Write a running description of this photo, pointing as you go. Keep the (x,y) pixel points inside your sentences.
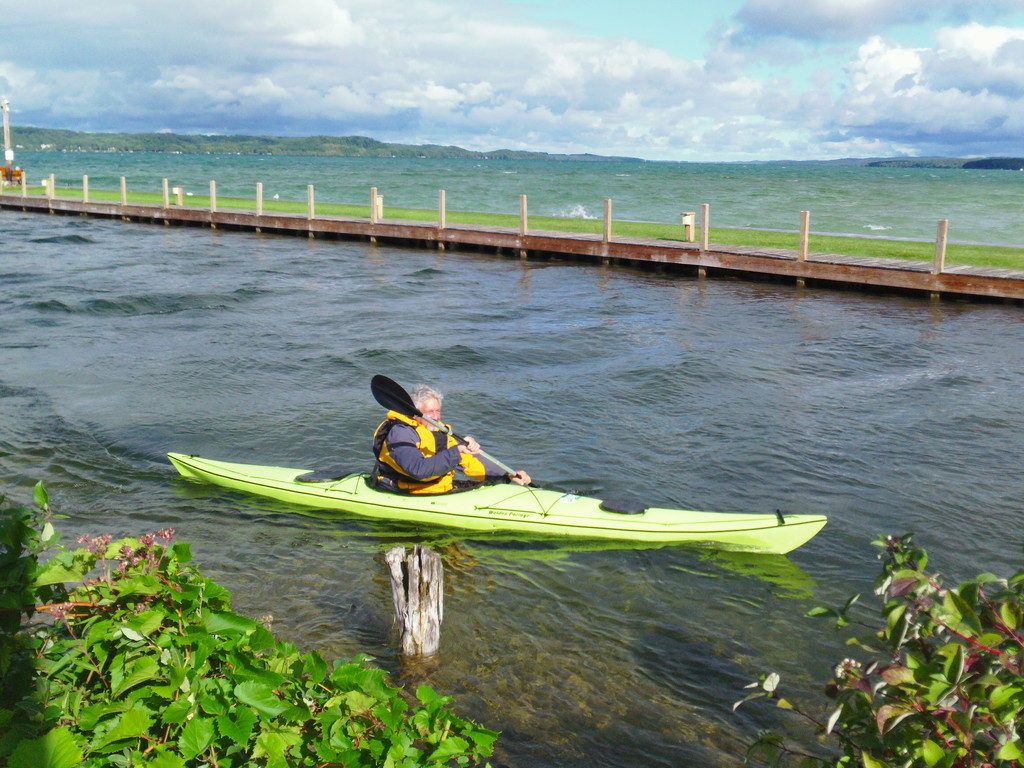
This image is taken outdoors. At the top of the image (263,65) there is the sky (743,101) with clouds (770,93). At the bottom of the image (152,697) there are a few plants (256,716). In the background (296,145) there are a few hills (404,156). In the middle of the image (515,286) there is a river (693,390) with water (54,235) and there is a bridge (447,228) with a fence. A man (429,425) is sailing a boat (296,477) on the river (646,559). He is sitting in the boat (512,485) and he is holding a boat paddle (447,435) in his hands (464,447).
